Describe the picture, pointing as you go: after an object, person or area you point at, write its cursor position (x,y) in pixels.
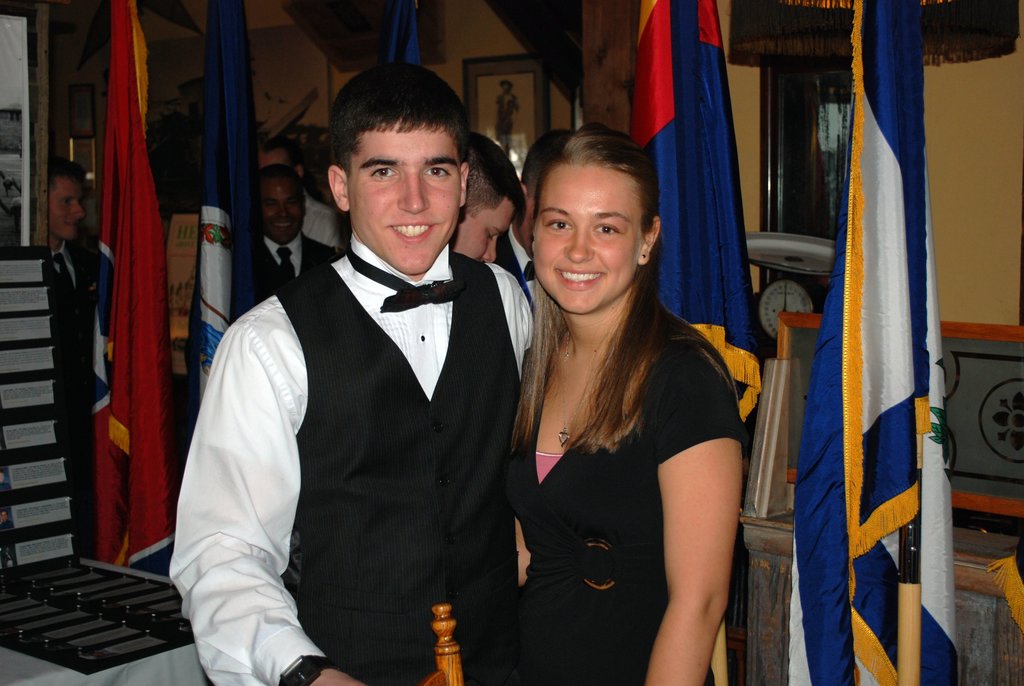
In this image we can see a man (386,368) and a woman (576,339) standing and smiling. We can also see a few people (533,196). Image also consists of flags (831,308), clock (783,309), an object (151,599) on the left (113,625) which is on the table (161,662) which is covered with the white cloth (152,681). We can also see the frames (472,92) attached to the plain wall (482,42).
